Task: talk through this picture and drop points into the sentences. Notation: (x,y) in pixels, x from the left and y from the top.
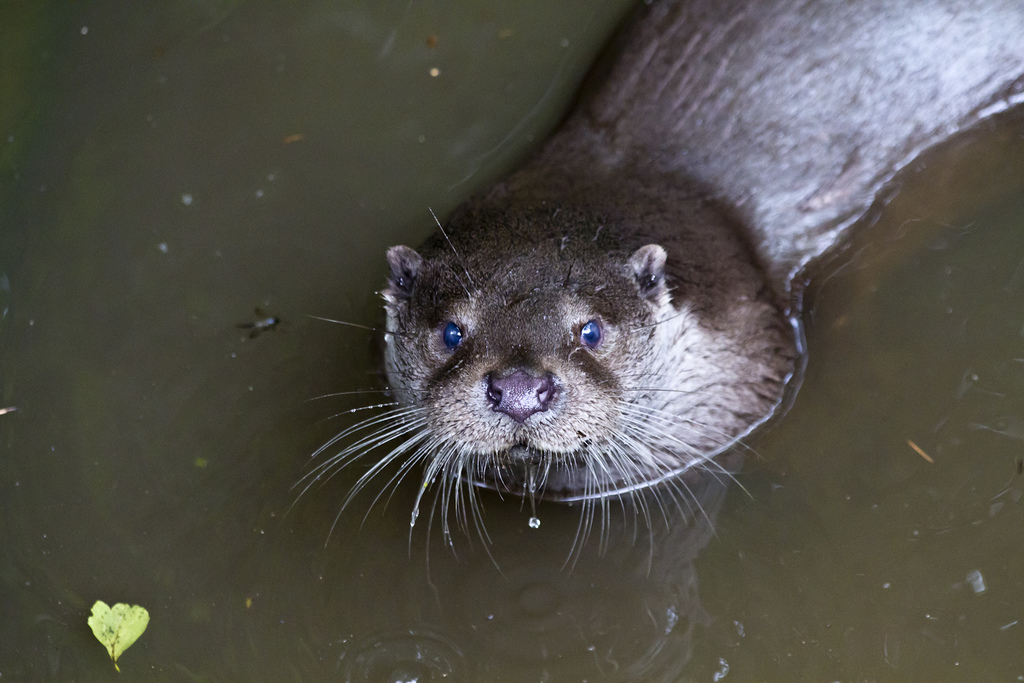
In this picture, we see the otter (705,259). In the background (252,274), we see water (328,271) and this water (541,566) might be in the pond (678,573). At the bottom (98,614), we see a leaf (121,634).
